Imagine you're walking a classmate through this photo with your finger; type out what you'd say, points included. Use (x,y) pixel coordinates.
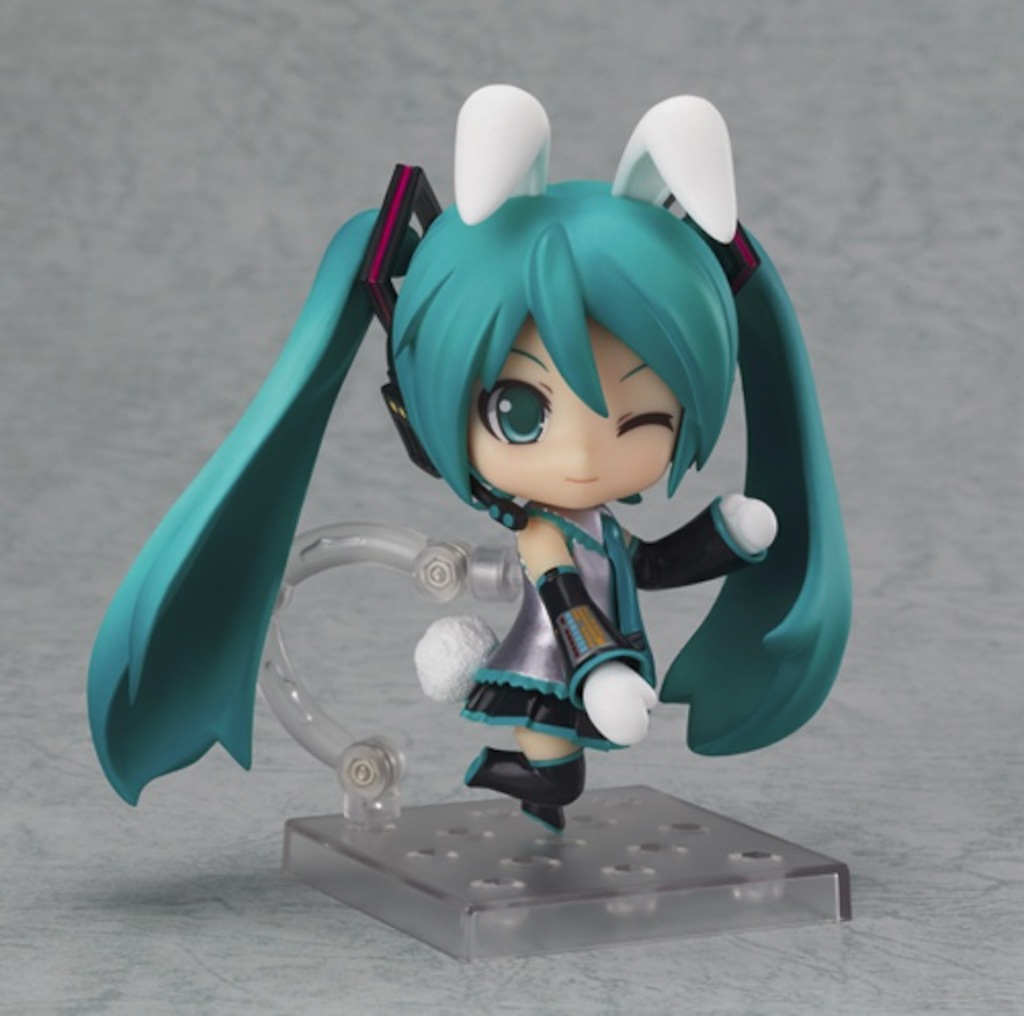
In this image we can see a toy (487,655) placed on the surface (257,880).
